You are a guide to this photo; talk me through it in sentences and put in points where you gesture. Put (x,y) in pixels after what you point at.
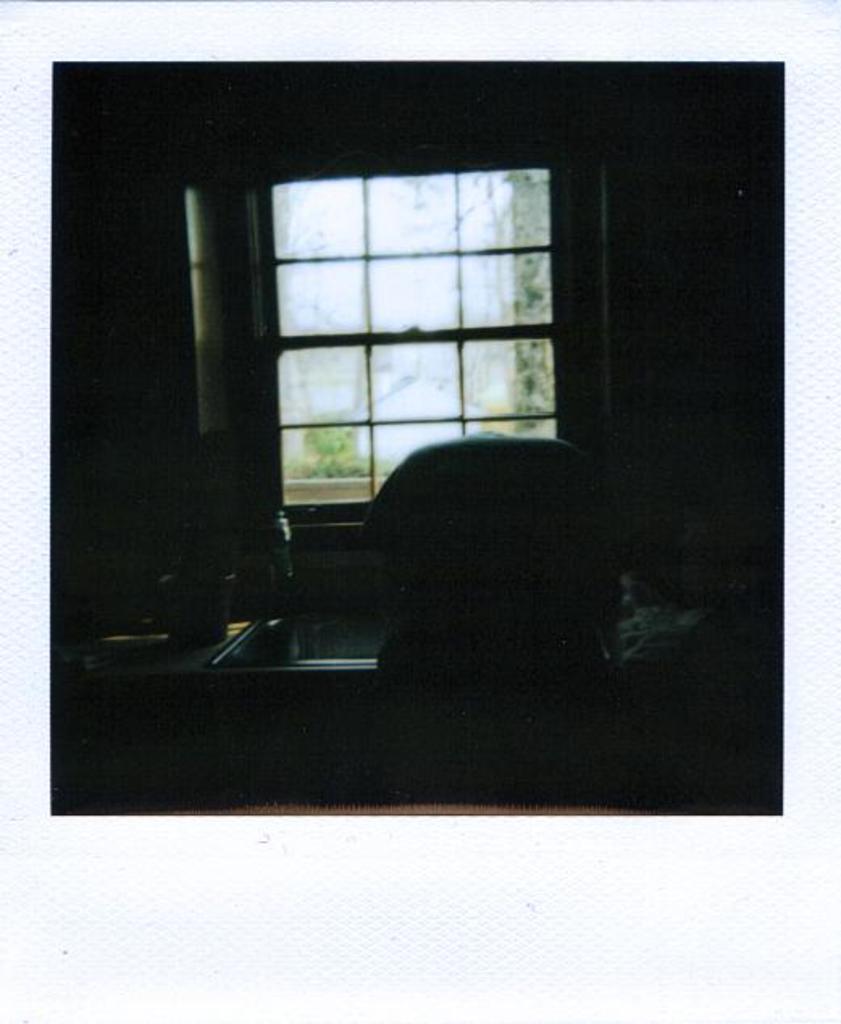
In this picture I can see a window (393,391) and a table (273,704). I can also see some other objects (412,660) in the image. This image is dark.
